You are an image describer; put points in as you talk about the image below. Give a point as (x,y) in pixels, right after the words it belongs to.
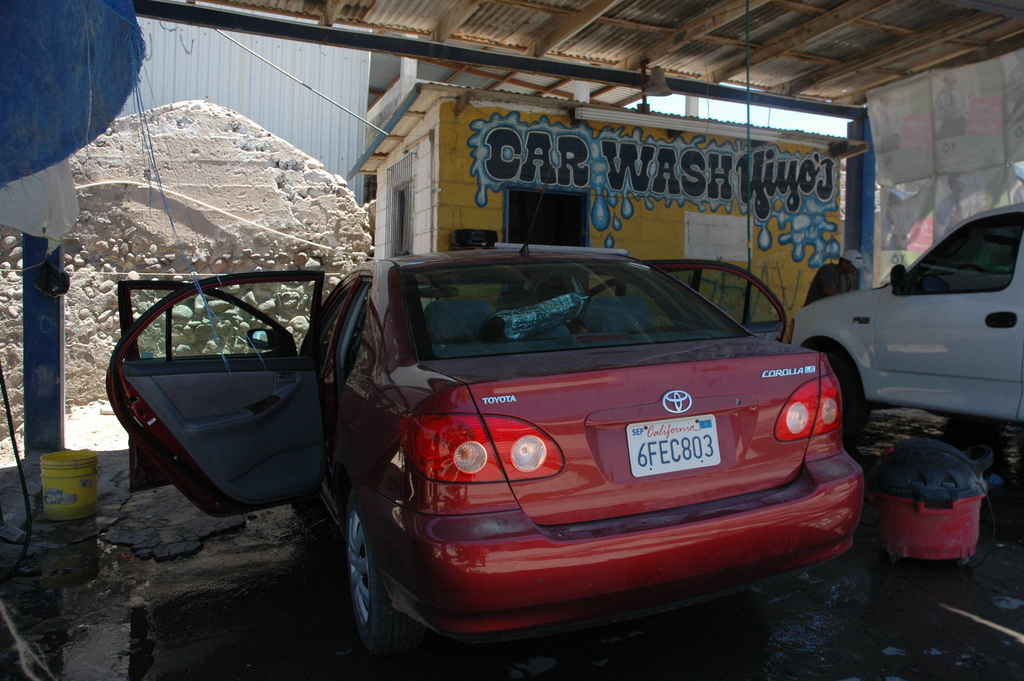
In this image we can see a car (754,355) with its doors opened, beside it there is another car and there are some objects (905,493) on the ground (32,638), in front of it there are buildings (395,185) with some text (512,144) written on it.
